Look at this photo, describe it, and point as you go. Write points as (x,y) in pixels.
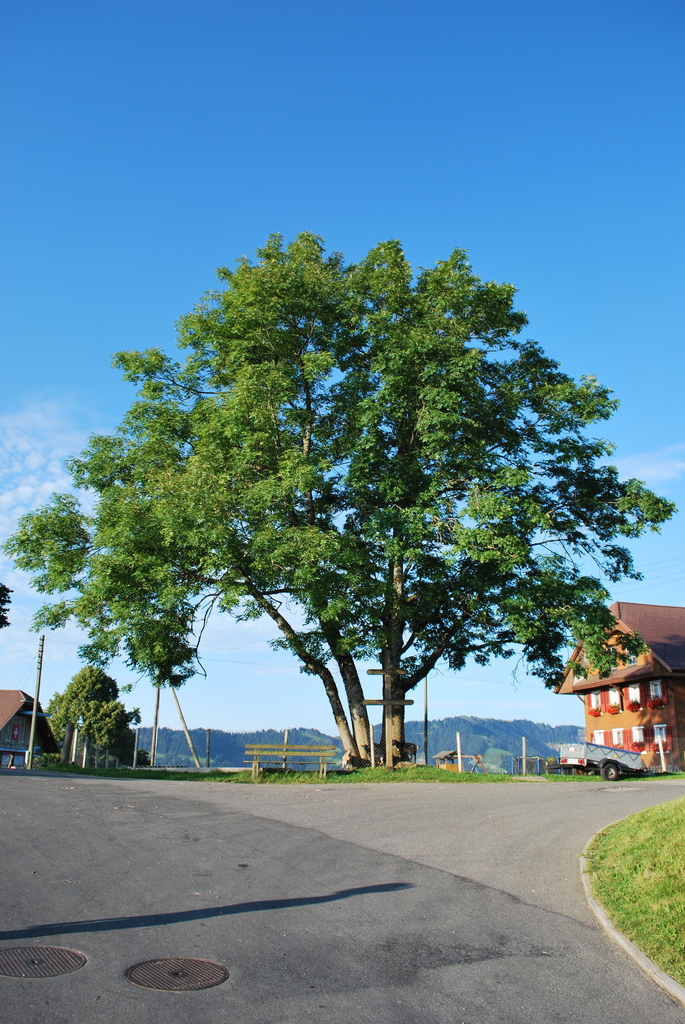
In this image there is a road (257,868), beside the road (366,830) there is a surface of the grass (624,856). In the background (344,712) there are buildings (676,723), trees (119,721), poles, a bench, mountains (508,724) and the sky (551,295).
